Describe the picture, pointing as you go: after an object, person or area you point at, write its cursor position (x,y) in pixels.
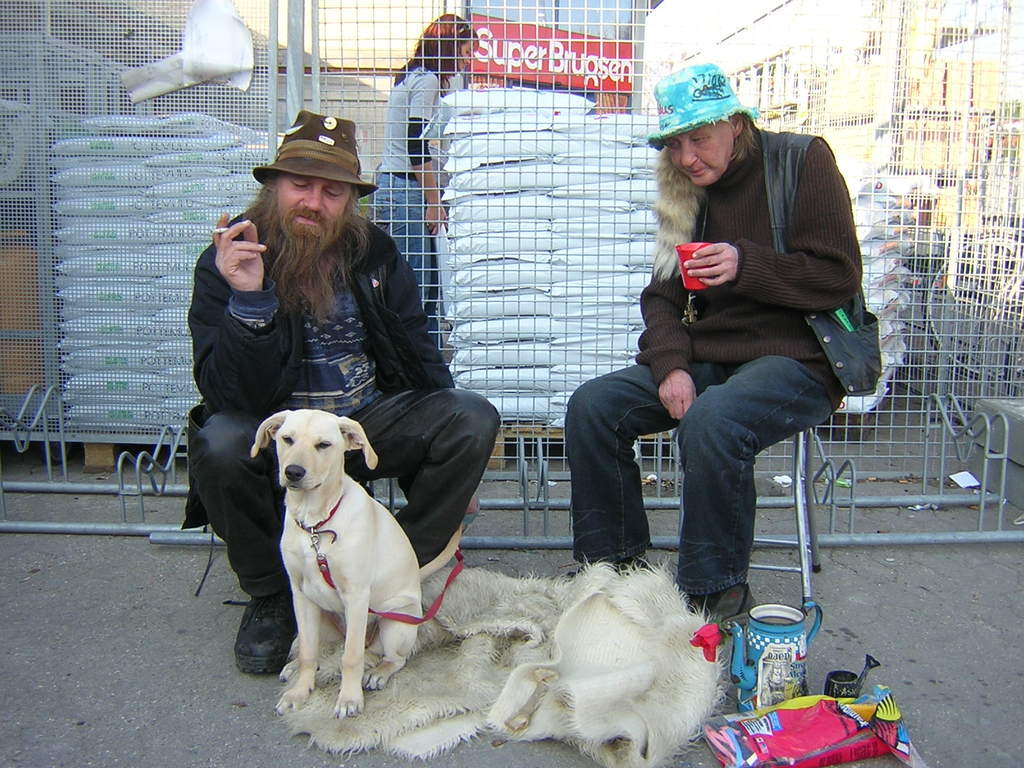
In the image there are two persons (336,293) sat on chair (801,489), in front of them there is a carpet (525,671) and a dog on carpet (686,676) and beside that there is a jug (780,666) and a cloth (770,727). Backside of them there is a railing (927,79) and to the whole background (546,55) there is store (570,60) named super Brugsen. A woman (450,49) standing. There are many buildings (882,62) on to the right side (902,57) corner in the background (842,99).
